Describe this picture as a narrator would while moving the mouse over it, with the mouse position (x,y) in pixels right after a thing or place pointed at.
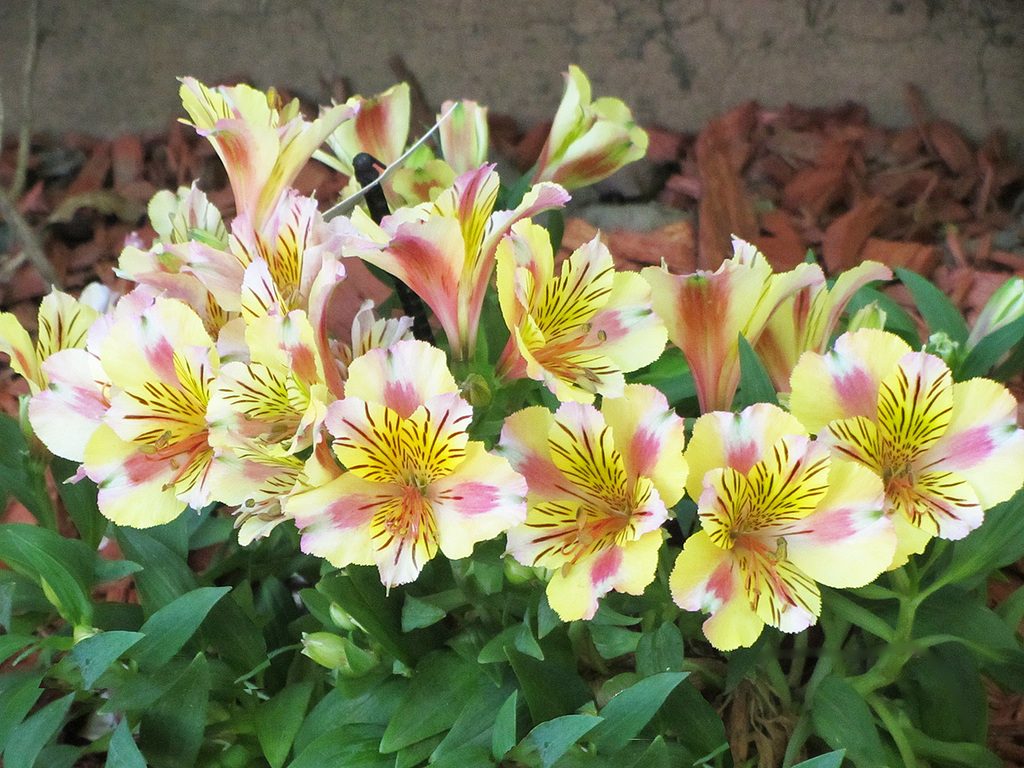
Here we can see plants (443,628) and flowers (583,387). There are dried leaves (742,187).
